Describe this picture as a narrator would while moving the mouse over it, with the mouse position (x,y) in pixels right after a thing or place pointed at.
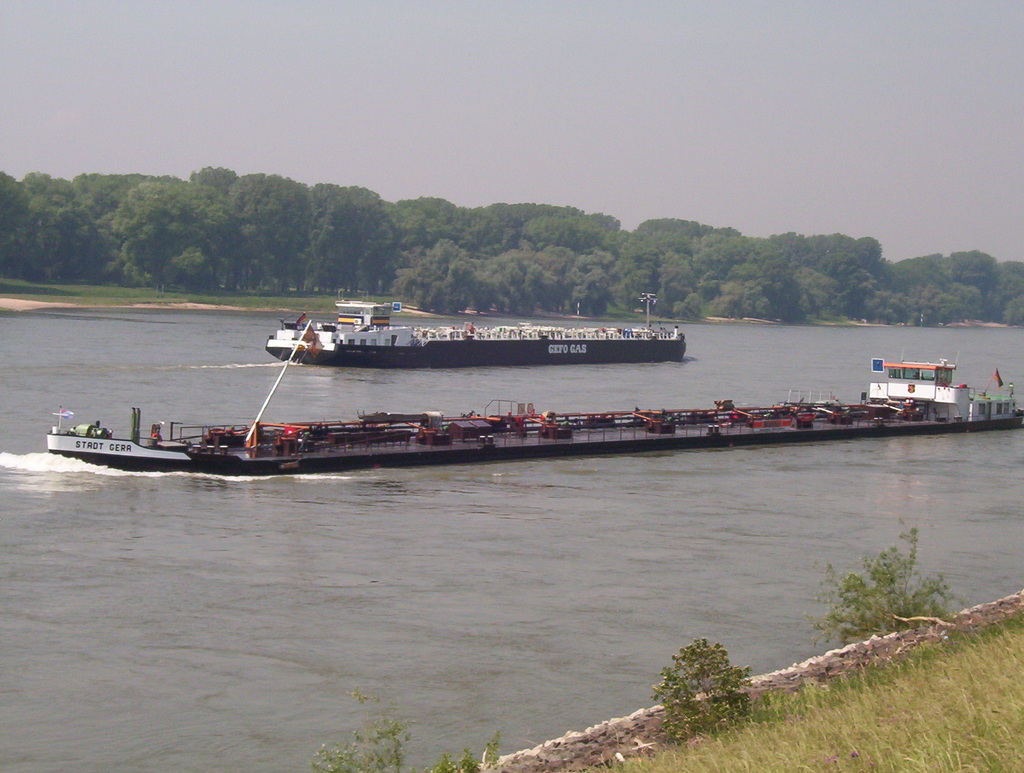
In this image in the center (477,376) there is a river (287,506) in the river (747,353) there are two boats (528,414) and at the bottom (838,694) there is grass (921,718) and some plants (696,701), and in the background (831,252) there are some trees (418,242) and at the top of the image (335,158) the sky (602,103).
